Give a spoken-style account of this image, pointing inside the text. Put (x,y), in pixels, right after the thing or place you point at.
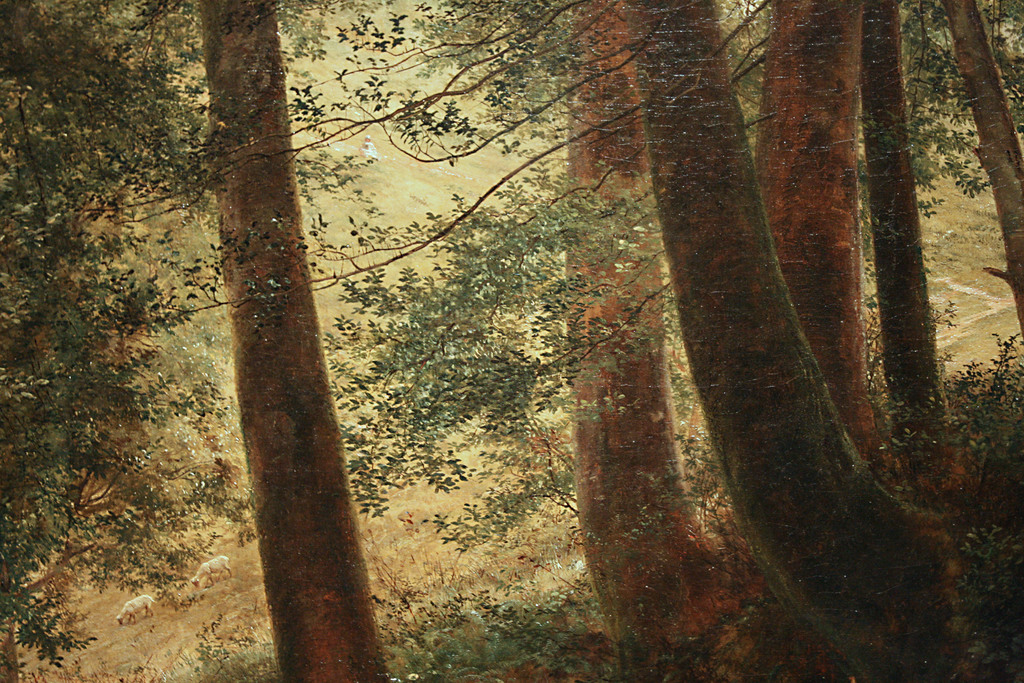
In this image there are trees (37,211) and there are two animals (149,599) walking on the surface of the grass (349,173), there is a person (369,156).
